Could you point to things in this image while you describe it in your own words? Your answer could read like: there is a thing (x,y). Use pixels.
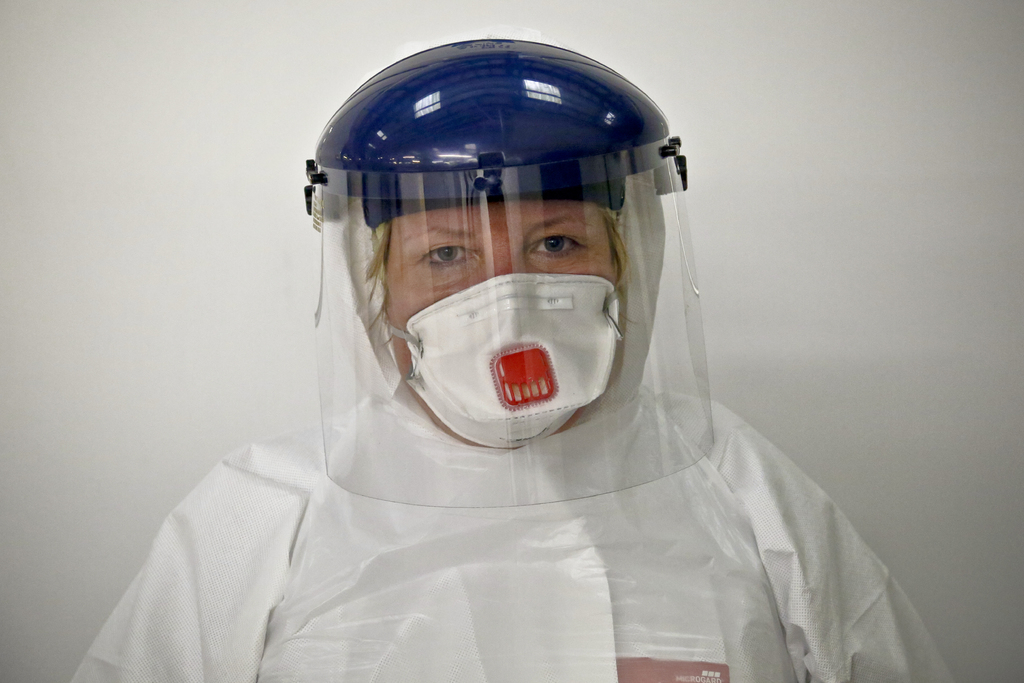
In this image I can see a person (336,483) wearing white color dress (341,495). I can also see a helmet (577,116) in blue color and background (615,12) is in white color.
